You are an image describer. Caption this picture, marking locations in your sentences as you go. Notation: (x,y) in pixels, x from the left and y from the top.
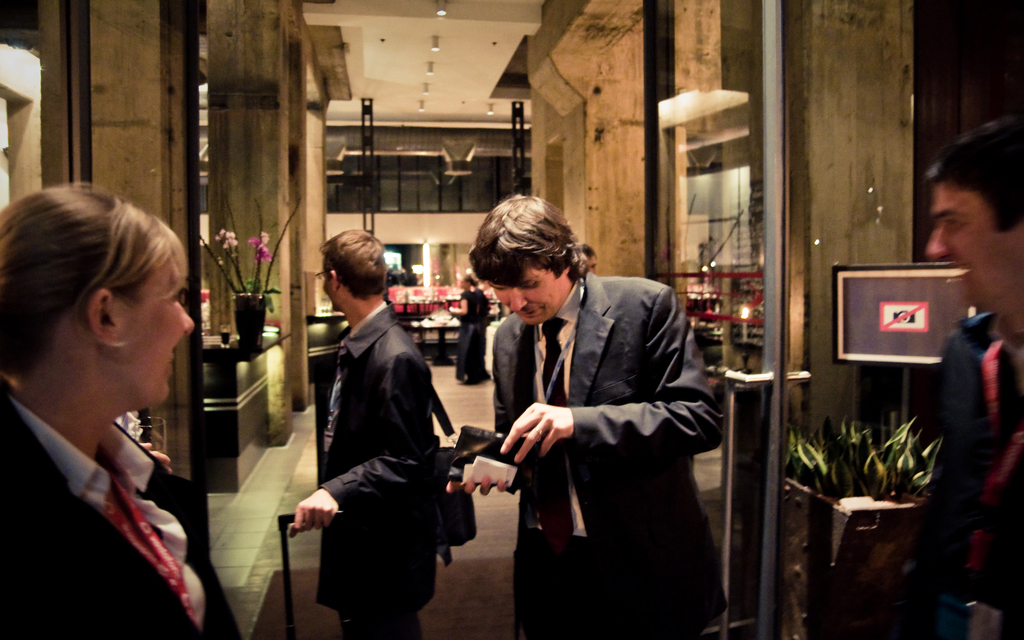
In this image we can see a group of people (609,358) standing on the floor (286,503). In that a person (381,528) is holding a suitcase handle (286,522) and the other (470,482) is holding a wallet (471,455). We can also see some plants (921,480) and a board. On the left side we can see the hand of a person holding a glass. On the backside (297,409) we can see a flower pot (250,343) and a glass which are placed on the table (254,369), some pillars (533,61), windows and a roof (511,94) with some ceiling lights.
